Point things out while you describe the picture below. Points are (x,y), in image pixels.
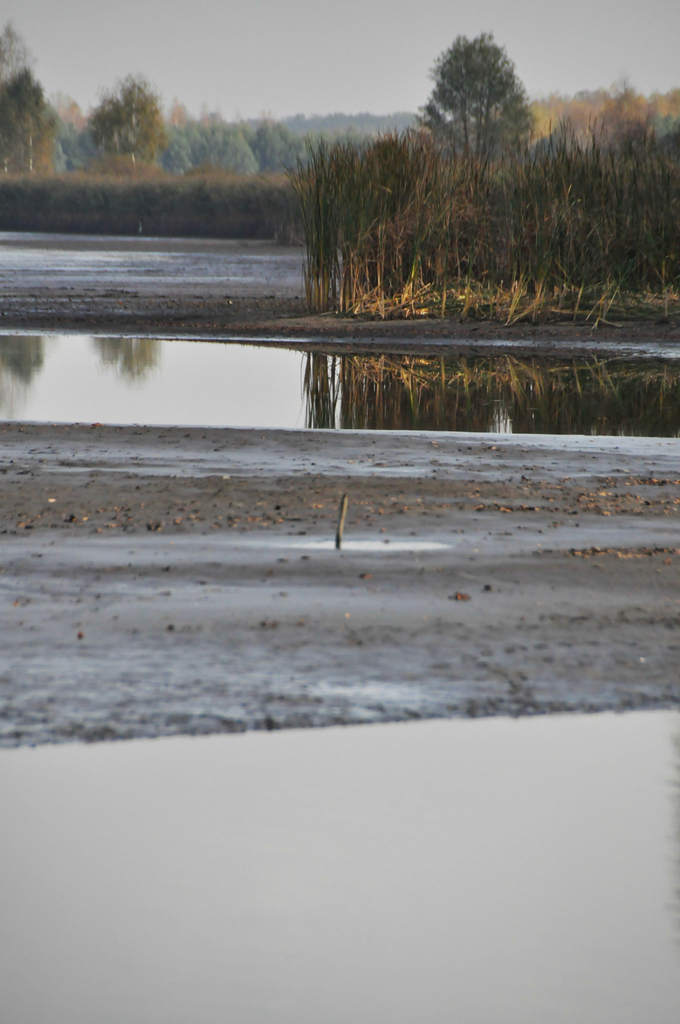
In this picture we can see ground (76,299), water (515,407), grass (432,282), plants (353,178) and trees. In the background of the image (270,17) we can see the sky (346,96).
